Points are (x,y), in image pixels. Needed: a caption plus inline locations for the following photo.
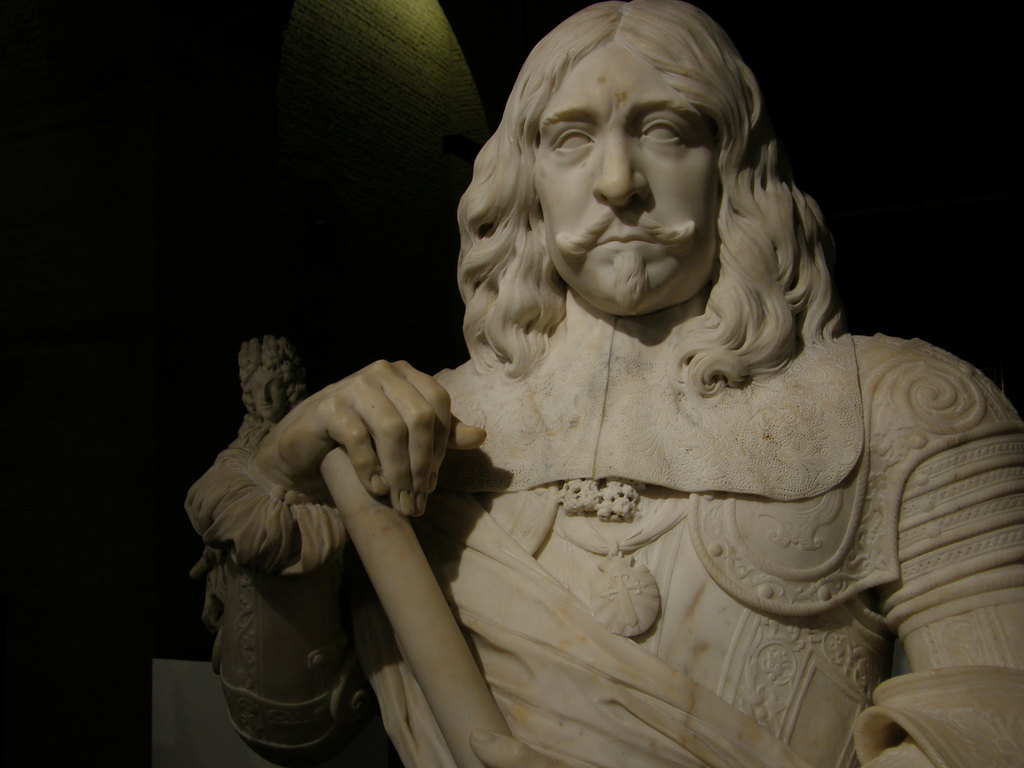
In this picture there are statues (393,489) in the center (477,504).
